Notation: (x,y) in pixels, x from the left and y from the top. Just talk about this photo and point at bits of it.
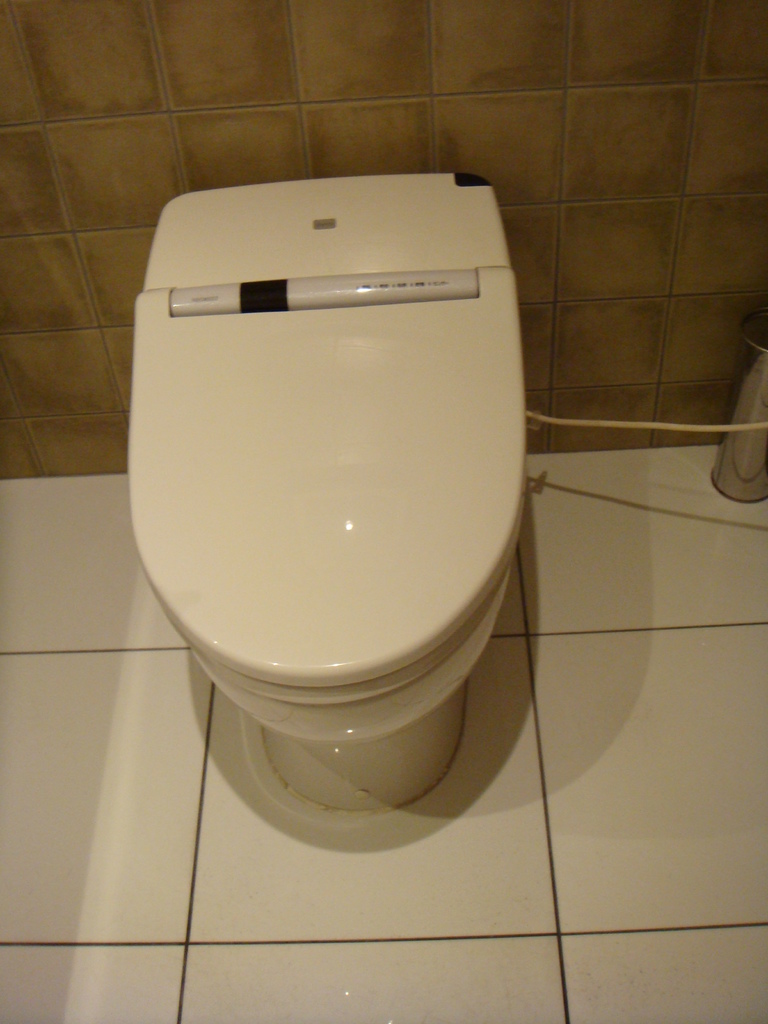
In this image, we can see a toilet seat (396,520) in front of the wall (441,156).
